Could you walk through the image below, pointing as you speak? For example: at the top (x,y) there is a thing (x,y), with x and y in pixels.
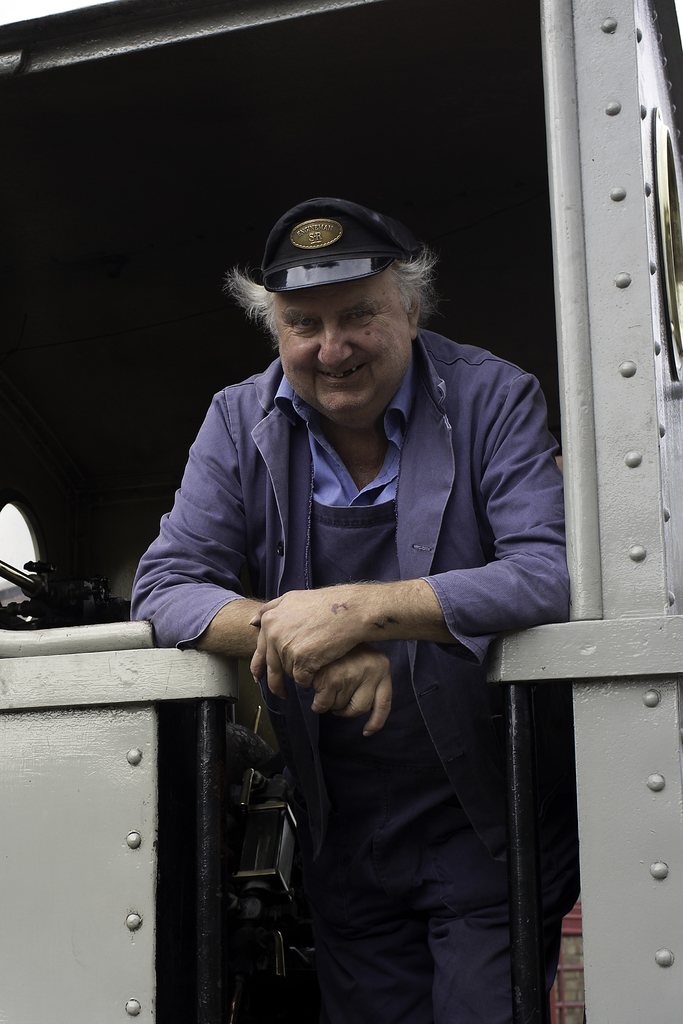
In this picture, there is a man (454,850) standing on a metal structure (623,809). He is wearing a purple jacket (476,503), cap (329,263) and trousers (483,950).
